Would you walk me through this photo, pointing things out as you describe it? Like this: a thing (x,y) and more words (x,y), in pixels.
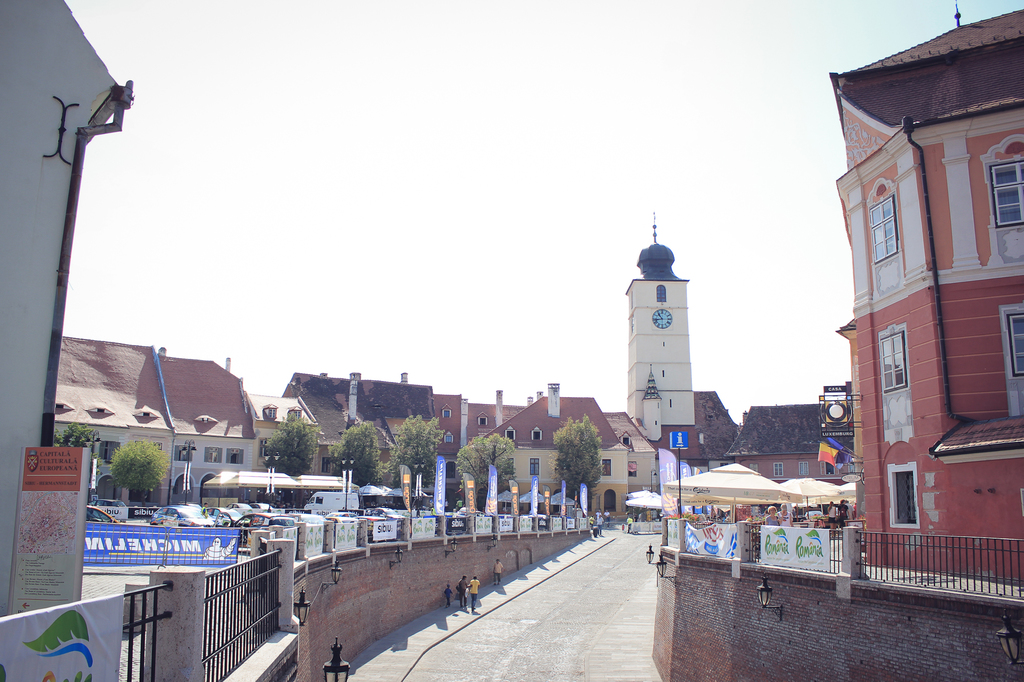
This is an outside view. At the bottom of the image (563,599) I can see the road (559,610) and few people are walking on the footpath (483,605). On both sides of the road (573,597) I can see the buildings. In the background (426,454) there are some trees (403,455) and a clock tower (669,375). At the top of the image (444,135) I can see the sky (294,143).
